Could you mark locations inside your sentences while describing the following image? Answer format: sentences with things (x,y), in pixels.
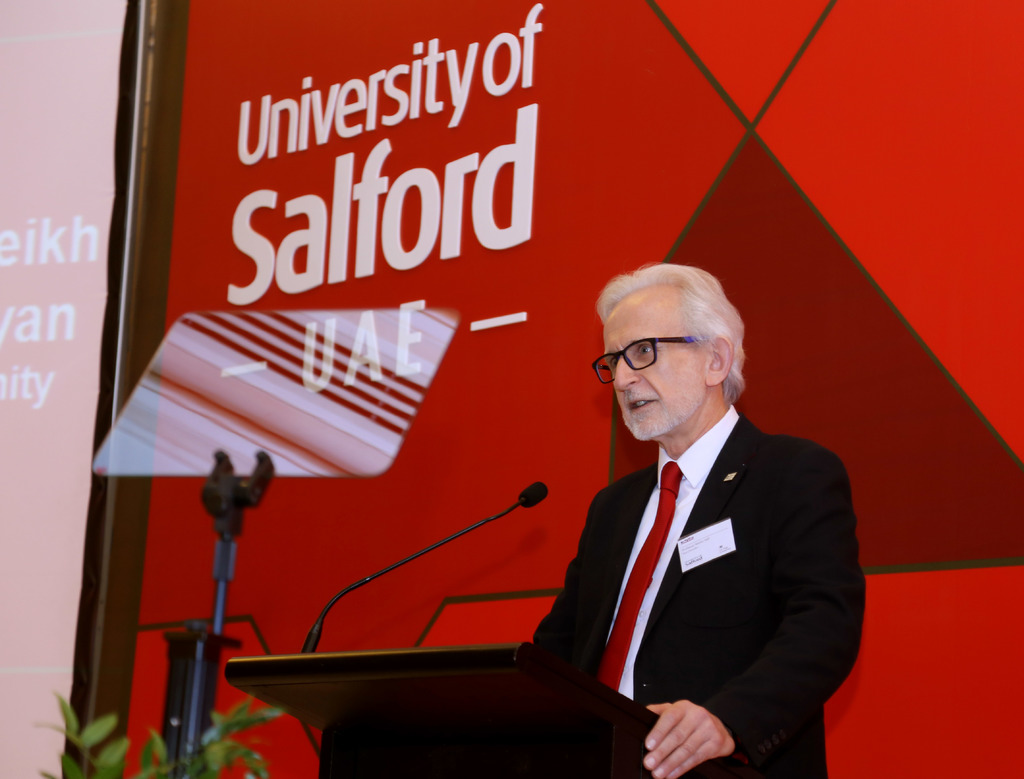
In-front of this man (703,400) there is a podium (448,650) with mic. Background (477,504) we can see screen (76,313), plant (246,761), stand (220,563) and red wall (455,460). Something written on this red wall (412,217).
